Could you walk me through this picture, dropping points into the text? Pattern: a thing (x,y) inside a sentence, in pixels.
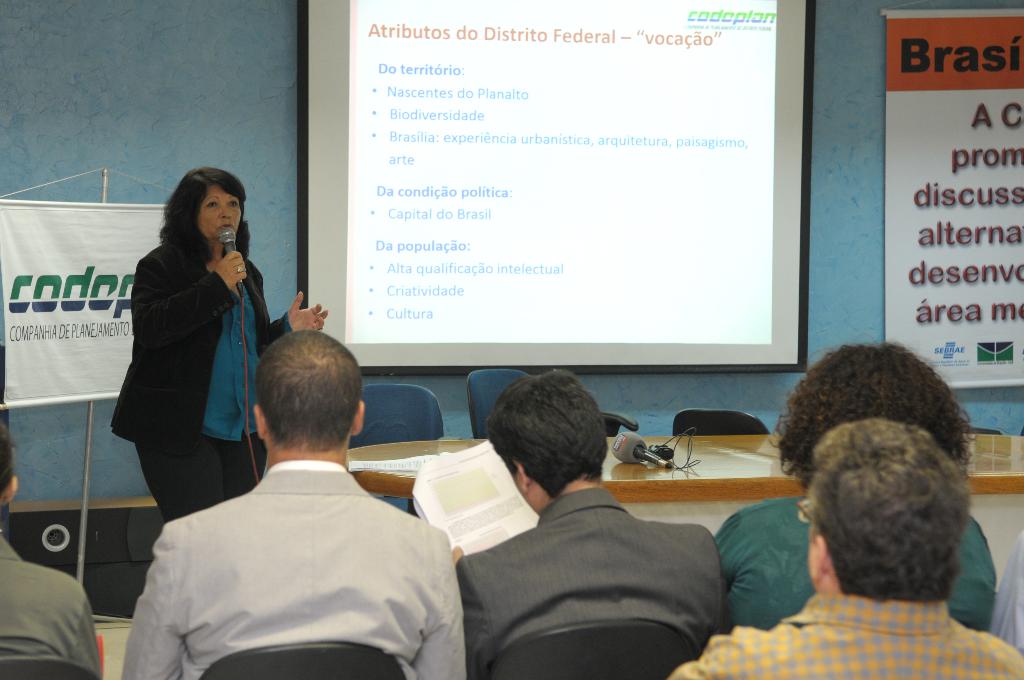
In this image there are a few people (515,601) sitting on the chairs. In the center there is a man (495,546) holding papers (481,533) in his hand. In front of them there is a woman (211,332) standing. She is holding a microphone (231,266) in her hand (243,274). Beside her there are chairs (676,429) and a table (725,440). There is a microphone (650,449) on the table (639,466). Behind her there is a wall (280,68). There is a projector board (400,172) hanging on the wall (252,153). On the either sides of the image there are banners (60,285) on the wall (32,195).
